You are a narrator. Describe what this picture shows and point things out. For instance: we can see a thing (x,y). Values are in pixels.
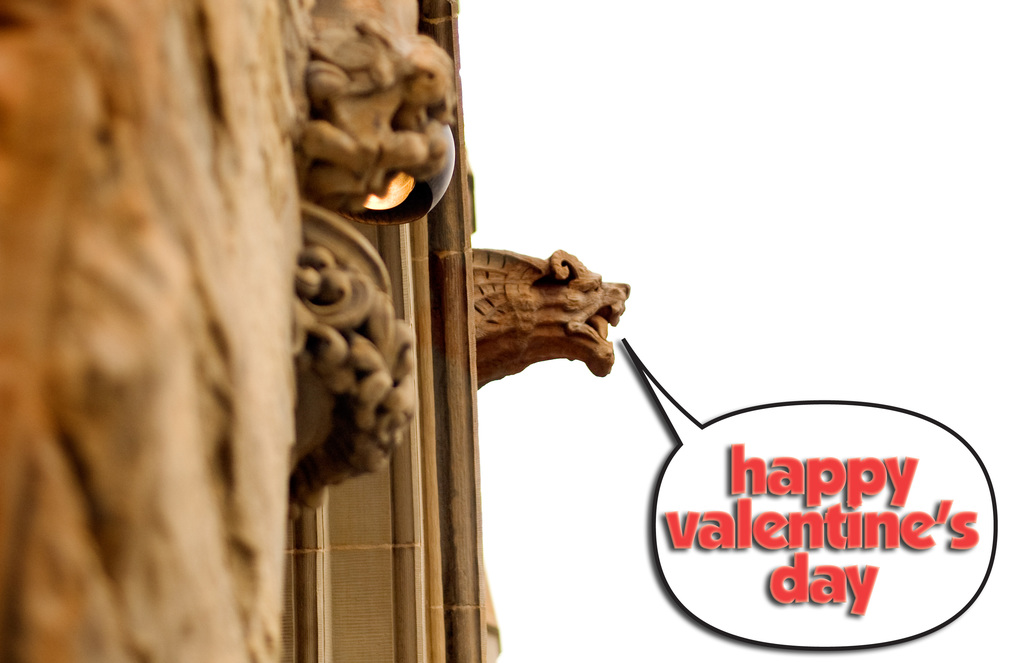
This image consists of a wall (302,150) made up of stone (98,571) on which there is a sculpture (496,326) in the form lion (596,308). To the right (719,508), there is a text (719,531).
